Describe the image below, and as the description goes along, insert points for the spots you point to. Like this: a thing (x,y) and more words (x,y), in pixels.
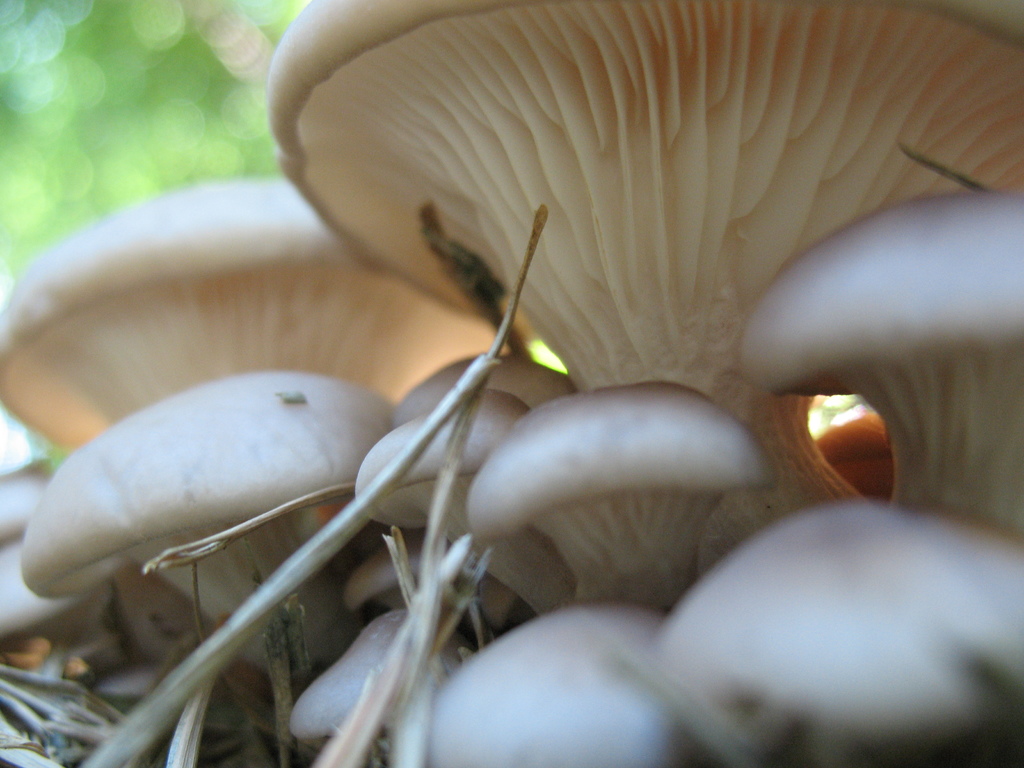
In this picture we can see mushrooms (134,318) and stems (167,689). Background (84,171) is green in color and blur.
